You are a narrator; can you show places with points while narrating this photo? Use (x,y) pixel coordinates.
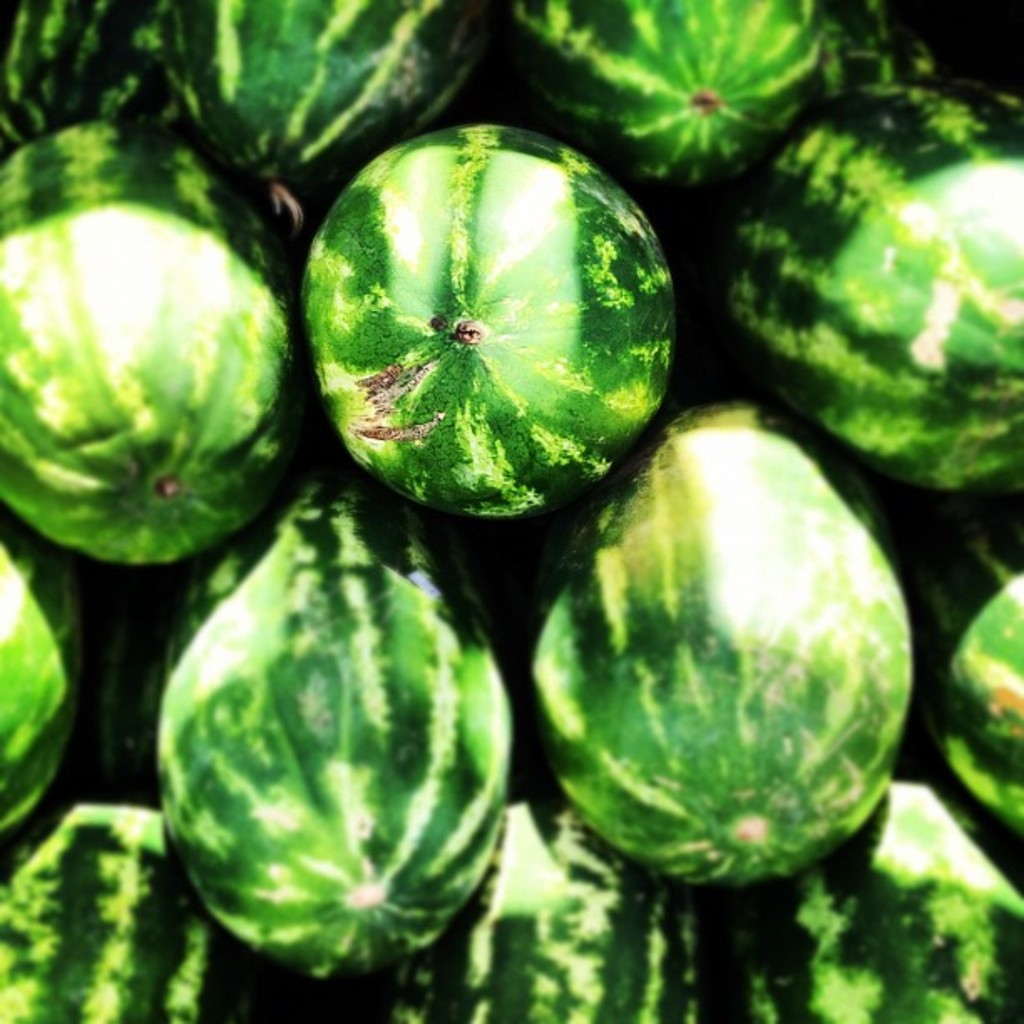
In this image I can see few green color watermelons (622,422).
